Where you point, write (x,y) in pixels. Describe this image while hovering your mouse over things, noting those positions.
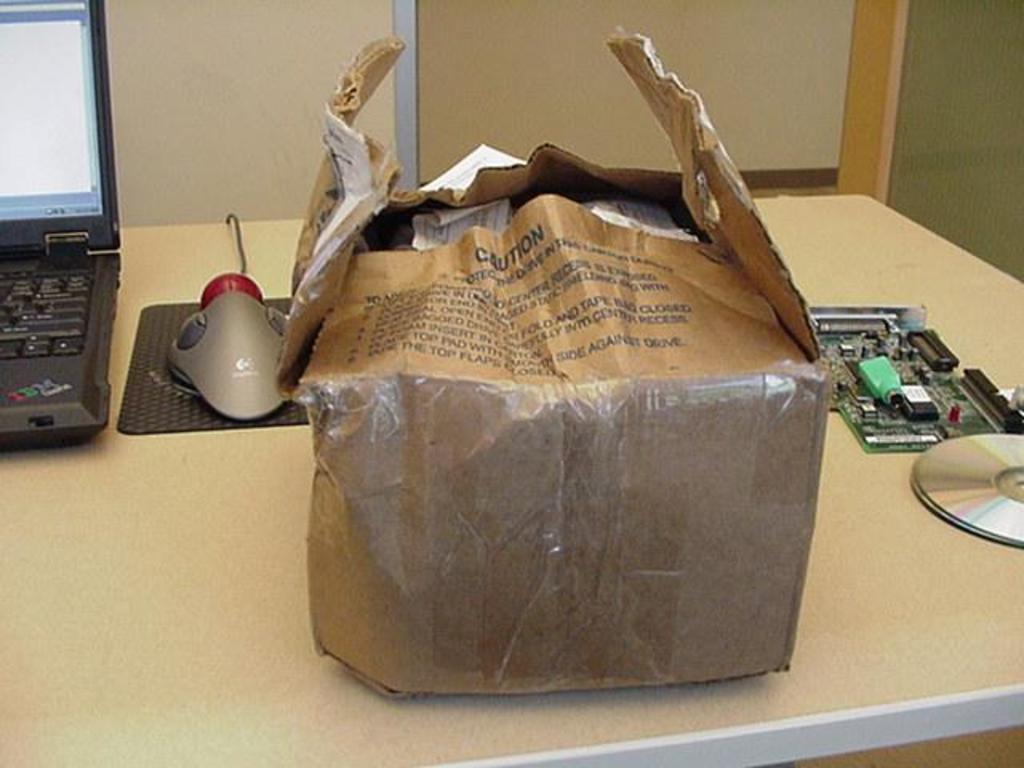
A cardboard box (485,325), laptop (40,360), mouse (242,314), VGA card (958,390) and a CD ROM (985,437) are on a table (962,541).
